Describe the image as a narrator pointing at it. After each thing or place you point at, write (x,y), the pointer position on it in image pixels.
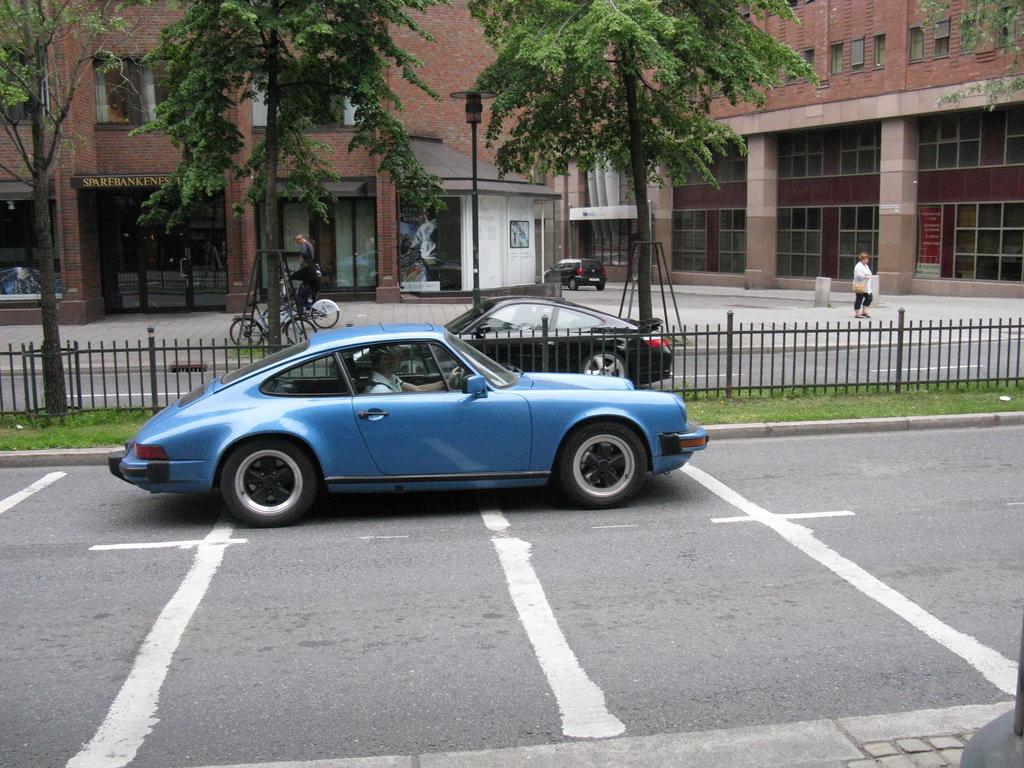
In this picture I can see there are two cars (572,332) moving on the road (710,468) and there is a railing (731,394) in the center (646,332). There are a few trees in the backdrop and there is a person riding a bicycle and a person (857,277) standing at right (872,297). There are few buildings (883,286) in the backdrop (457,146).
